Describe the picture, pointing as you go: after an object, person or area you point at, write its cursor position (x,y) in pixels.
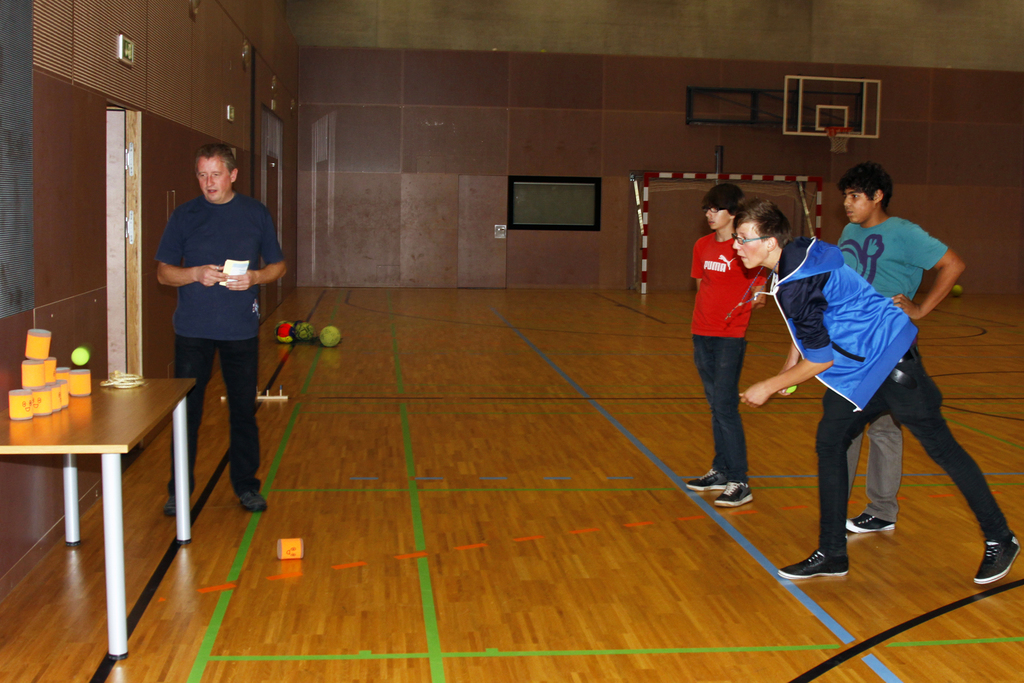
in this picture we can see a person (233,155) standing on the floor (573,292) and looking and holding papers (236,275) in the hand (228,285), here is the table (105,389) and some objects (87,383) on it, and here the group of people (744,265) standing, and here is the wall (434,160) and here there are balls (291,334).
